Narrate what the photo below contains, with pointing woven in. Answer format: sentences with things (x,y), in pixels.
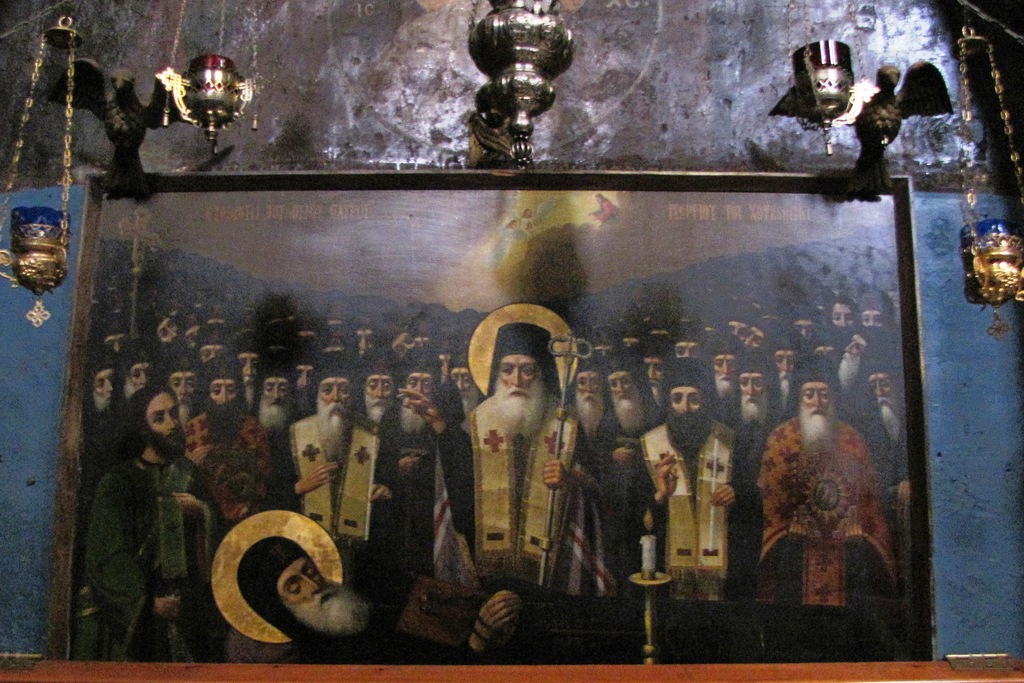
In the background of this picture (370,51) we can see the wall (718,61) and we can see the metal objects (1006,300) seems to be hanging on the wall (145,72) and we can see the sculptures (881,108) of birds (120,109). In the foreground (890,199) we can see a picture frame (584,185) containing the text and the depictions (101,401). In the foreground (643,610) we can see a burning candle (645,544) is placed on the top of the candle stand (646,598) and we can see a person (329,629) seems to be lying. In the center (558,414) there is a man (515,352) wearing a costume (522,472), holding the metal object (552,498) and seems to be standing. On the right (684,443) there is another man (689,440) holding some objects (713,494) and standing and we can see the group of people (394,392) seems to be standing on the ground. In the background (694,260) we can see the sky (647,247) and a person (521,220) with feathers (519,218). On the right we can see another person (606,213) and we can see some other objects (116,271) in the background (272,282).
